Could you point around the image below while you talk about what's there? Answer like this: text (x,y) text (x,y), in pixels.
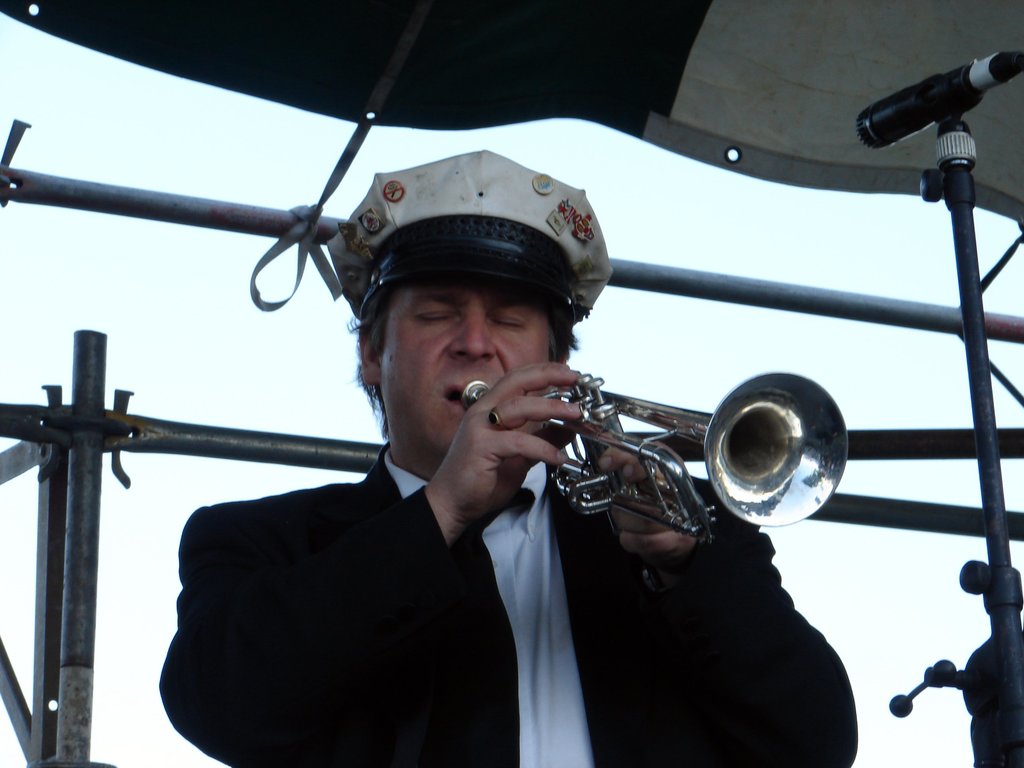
In this image I can see a person (408,758) wearing black and white dress (585,686), and the person (585,686) is holding a musical instrument (817,504). Background (311,444) I can see few poles (284,443), in front I can see a microphone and I can see the sky (799,350) in white color.
